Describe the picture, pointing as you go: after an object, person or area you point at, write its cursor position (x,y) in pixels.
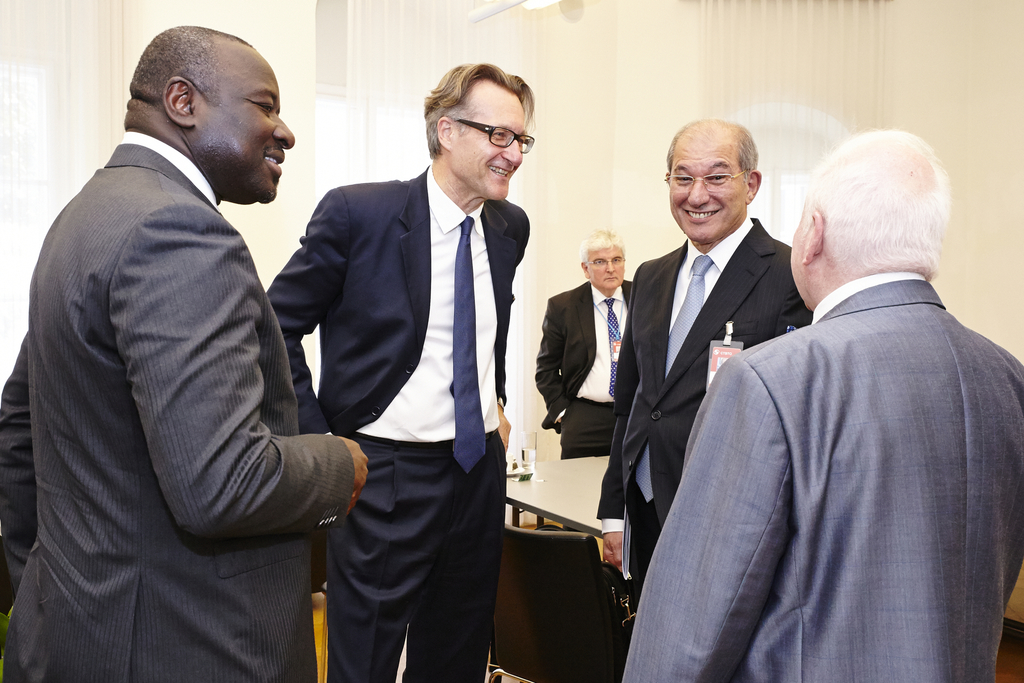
In this image I can see group of people (457,440) are standing. These people (461,399) are wearing suits (114,272) and smiling. In the background (633,104) I can see a wall (627,77) and curtains (713,68). I can also see a chair (574,599) and a table (569,508).
